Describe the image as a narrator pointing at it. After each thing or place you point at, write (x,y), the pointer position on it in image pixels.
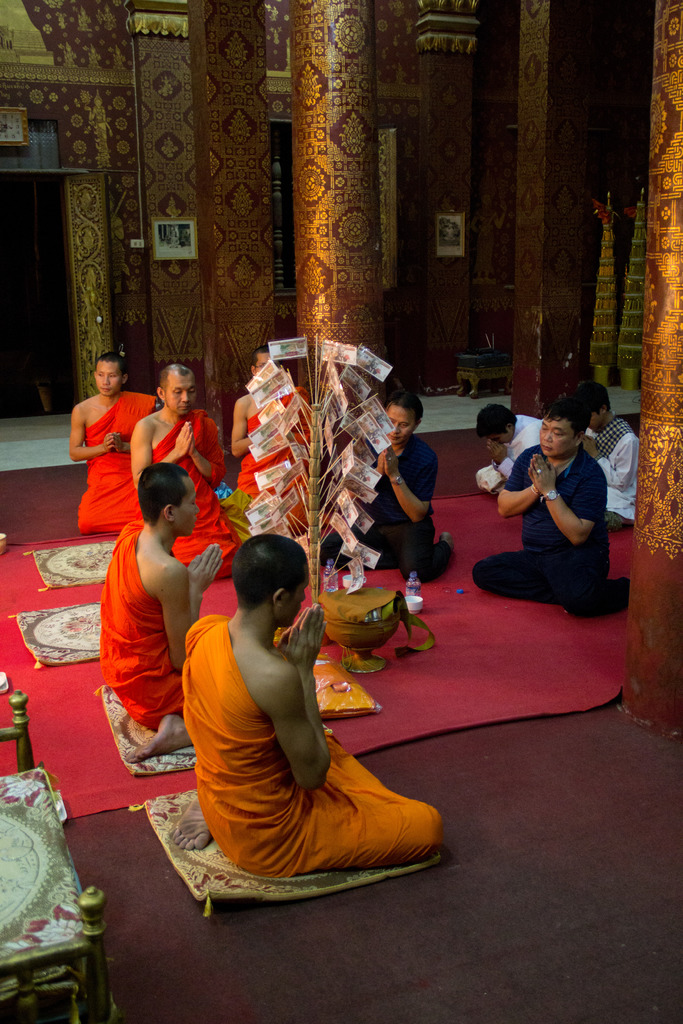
This picture consists of persons (552,426) sitting on floor (496,743) and on the floor (497,730) I can see a red color carpet (431,657), bowls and bottles (419,585) and I can see there are beams (302,170) visible in the middle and some persons (225,558) sitting on decorative cloth (222,870) and on the left side (51,812), I can see a chair (17,854), in the middle (261,388) I can see a stand (340,367) and some papers (289,429) attached to the stand (356,391).
